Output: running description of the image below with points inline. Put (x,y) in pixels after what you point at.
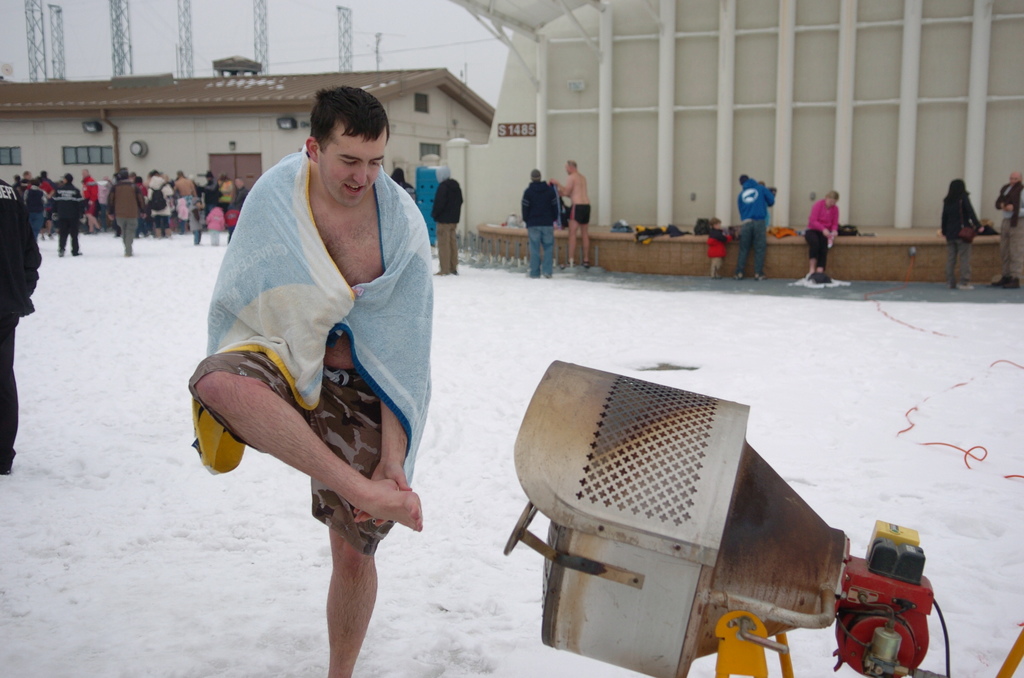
In this image there are a few people (51,204) standing and walking on the surface of the snow (408,583), there is an object (648,494) on the snow (519,492), there are a few clothes (986,225) and bags (970,228) in front of the building (619,114), beside that there is another building (219,130). In the background (251,50) there are towers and sky (431,27).
